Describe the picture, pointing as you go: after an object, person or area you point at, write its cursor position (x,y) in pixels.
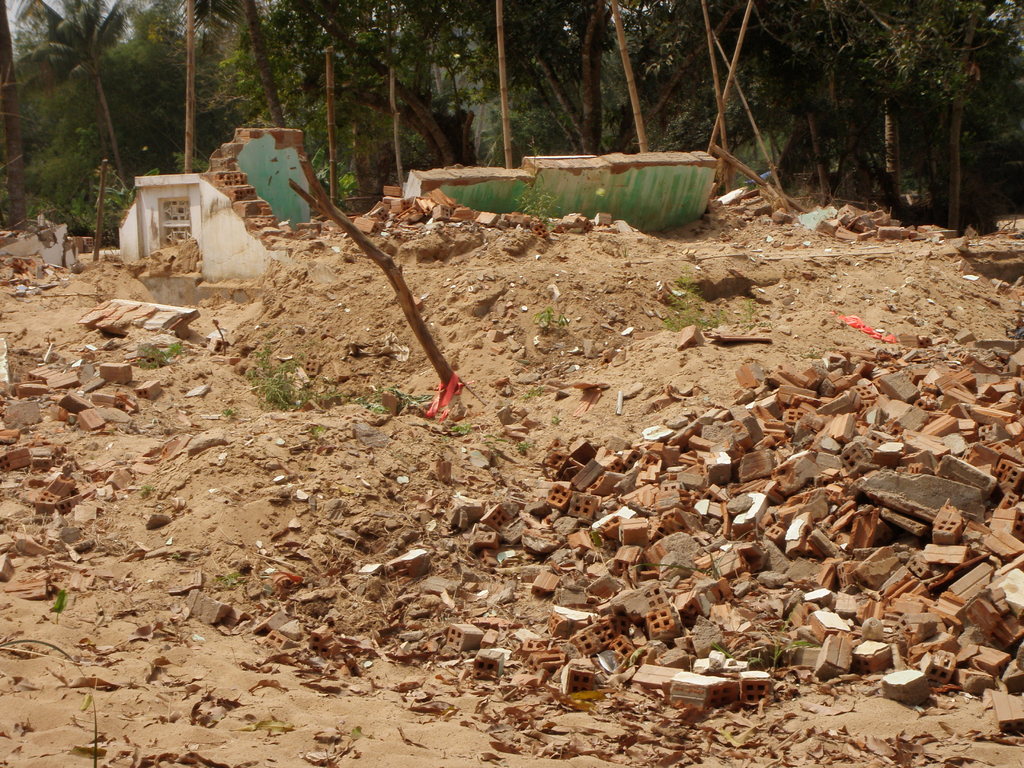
In the picture I can see broken bricks (724,556) on the right side of the image (1002,388), we can see the broken wall (646,183) and trees (441,94) in the background (119,118). Here we can see the sand (541,482).
